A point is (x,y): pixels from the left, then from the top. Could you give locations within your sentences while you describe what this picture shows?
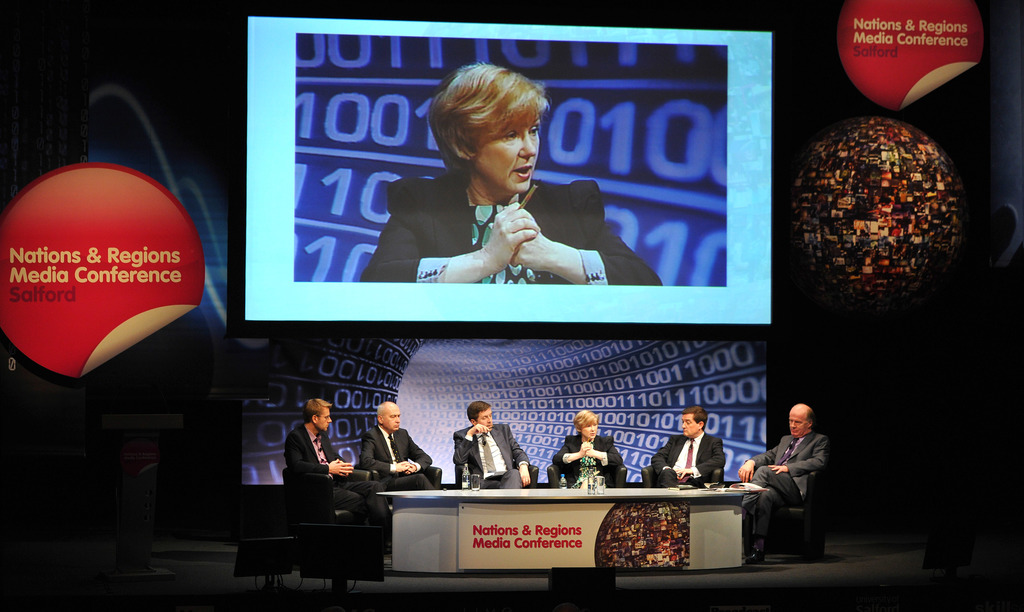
In the picture we can see six people (368,502) are sitting in the chairs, five are men (354,509) and one woman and they are wearing blazers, ties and shirts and near to them we can see a desk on it we can see some glasses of water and behind them we can see a animated screen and on the top of it we can see another screen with a woman image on it.
